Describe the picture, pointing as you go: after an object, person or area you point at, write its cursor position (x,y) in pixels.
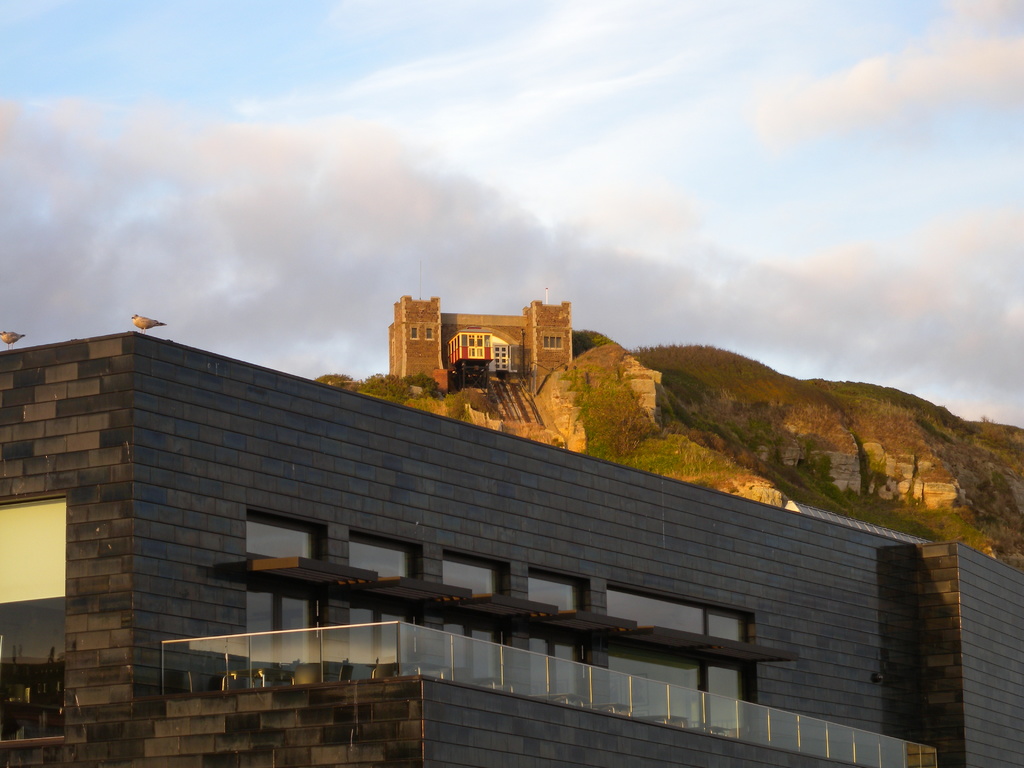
In this image there is a building (384,644) with plants (620,445), chairs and birds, there is another building (439,379) on the top of the hill (691,412), and in the background (577,185) there is sky (665,185).
